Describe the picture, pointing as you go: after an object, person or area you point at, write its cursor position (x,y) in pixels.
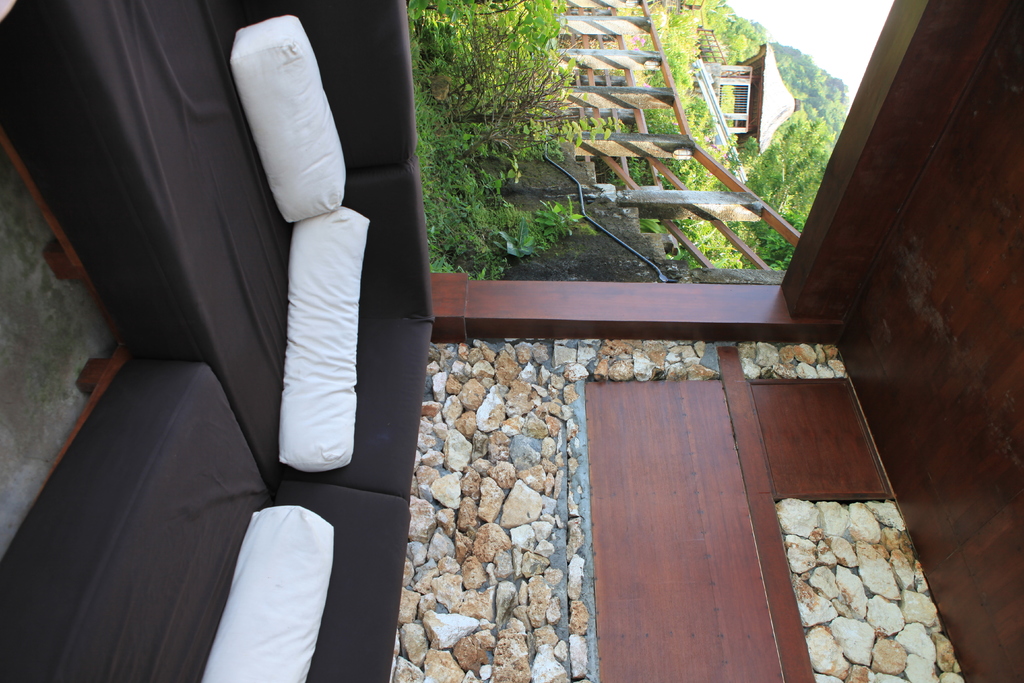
This is an inside view picture of a wooden house (810,397). We can see pebbles (464,563), sofa (232,345) and white pillows (264,677). we can see the fence (729,240) and plants (485,182). Far we can see a wooden house (784,117), trees (830,135).
